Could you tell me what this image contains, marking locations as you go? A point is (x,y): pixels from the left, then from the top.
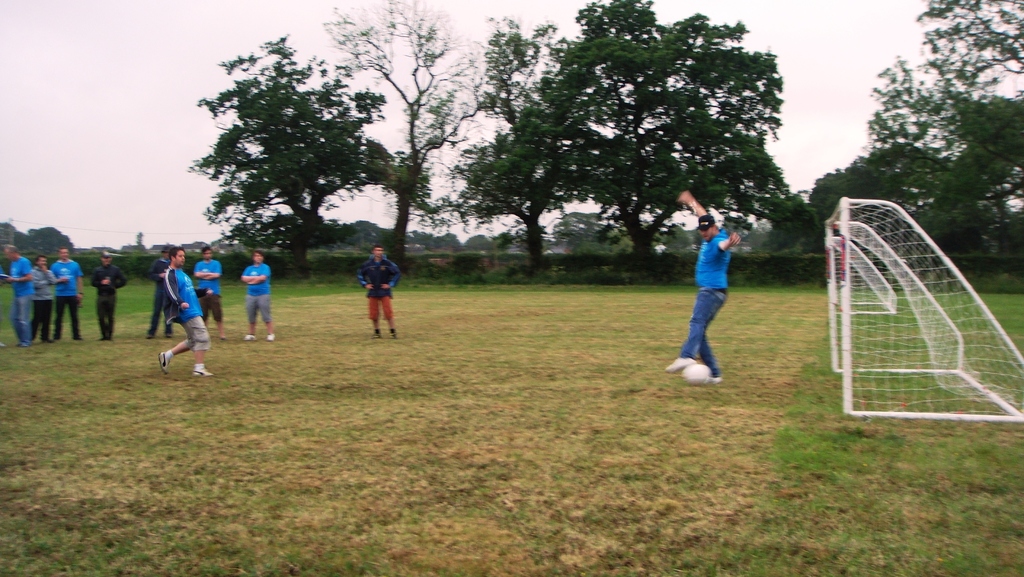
In this image there are people (107,317) playing football on a grassland (729,311), in the background (566,169) there are trees (326,231) and the sky (824,64).
